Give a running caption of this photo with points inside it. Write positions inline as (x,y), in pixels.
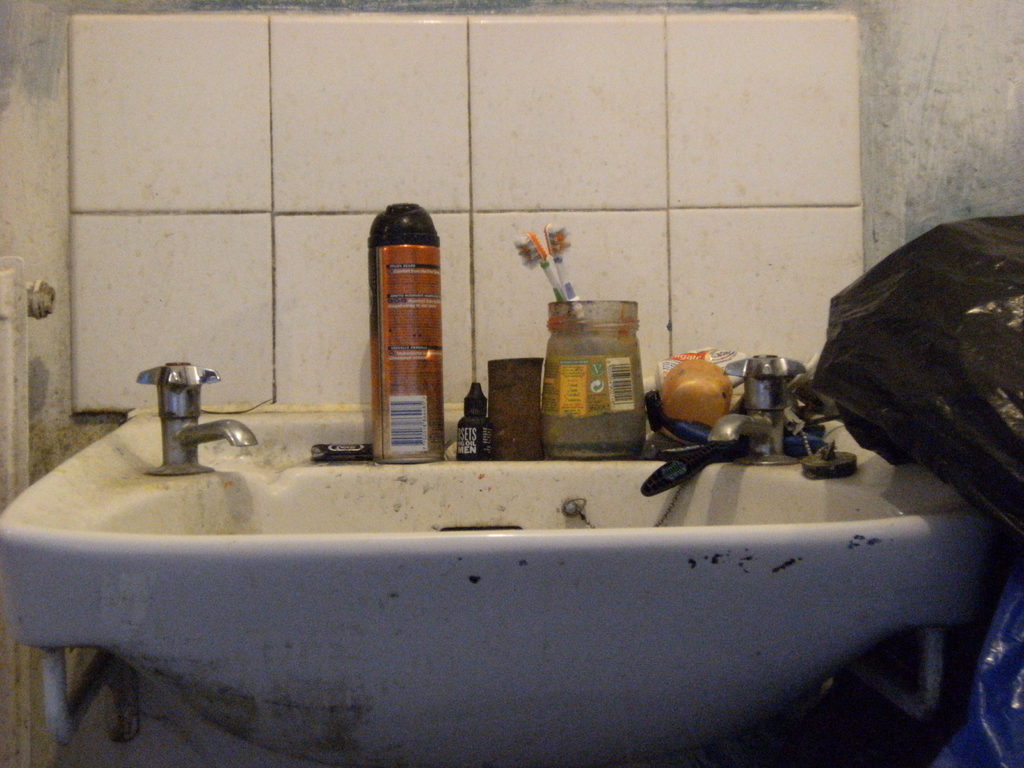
It is a zoomed in picture of a sink (494,569) with two taps (781,423). We can see the bottles (480,399), a jar (579,403) with two brushes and also black and blue covers (951,405). In the background (518,180) we can see the tiles (645,126) to the wall (945,103).
